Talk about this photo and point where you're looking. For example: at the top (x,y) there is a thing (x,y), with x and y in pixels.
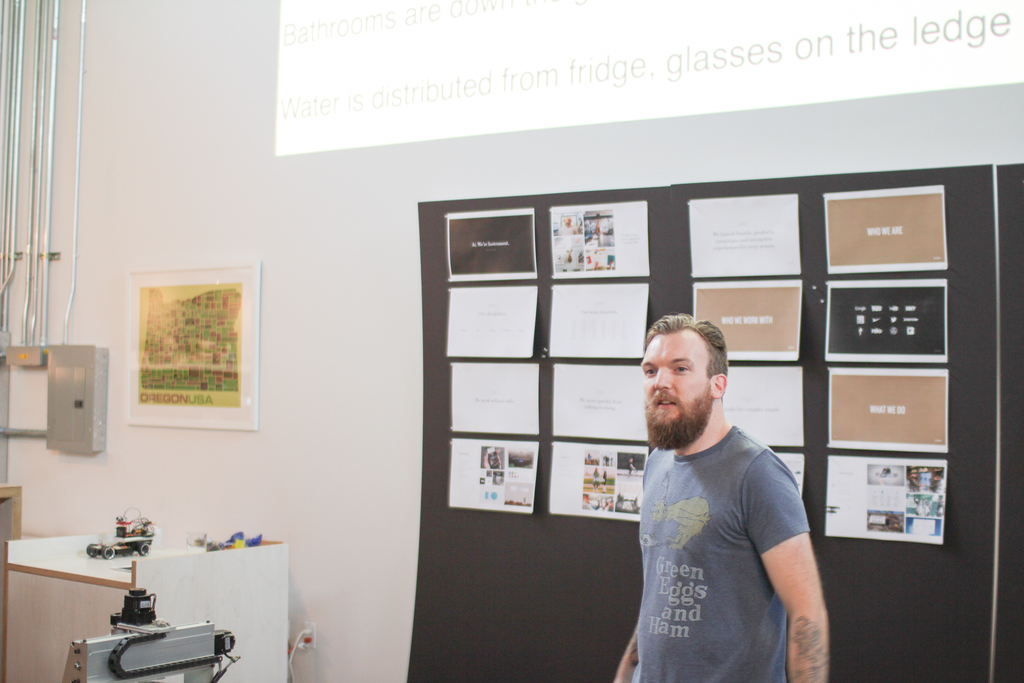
On the right side (699,504), there is a person (692,541) in a gray color t-shirt (699,565), talking and standing. On the left side (131,614), there is an object (127,633). In the background (204,521), there is a screen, there is a toy vehicle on the wooden table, there is a photo frame (151,379) on a white wall (284,351) and there are pipes (16,430) and an object (82,394) attached to the white wall (148,172).
